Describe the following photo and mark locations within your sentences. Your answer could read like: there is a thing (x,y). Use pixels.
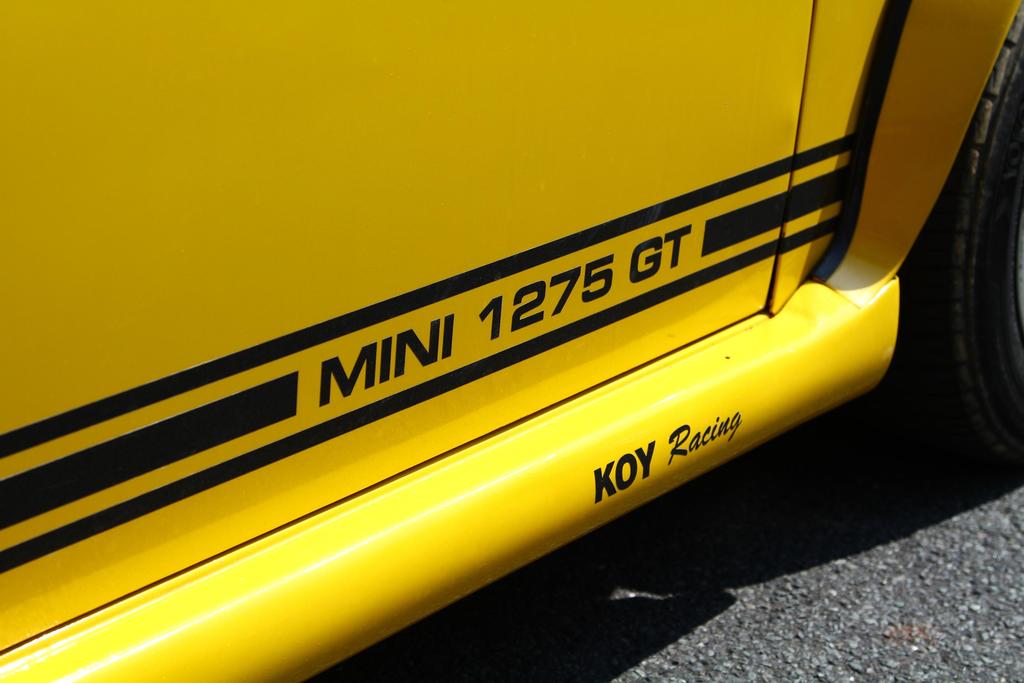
The picture consists of a yellow color vehicle (310,353). In the center of the picture (379,369) it is text (528,318). On the right (996,257) there is a tyre (982,406). At the bottom (757,538) there is road (775,608).
